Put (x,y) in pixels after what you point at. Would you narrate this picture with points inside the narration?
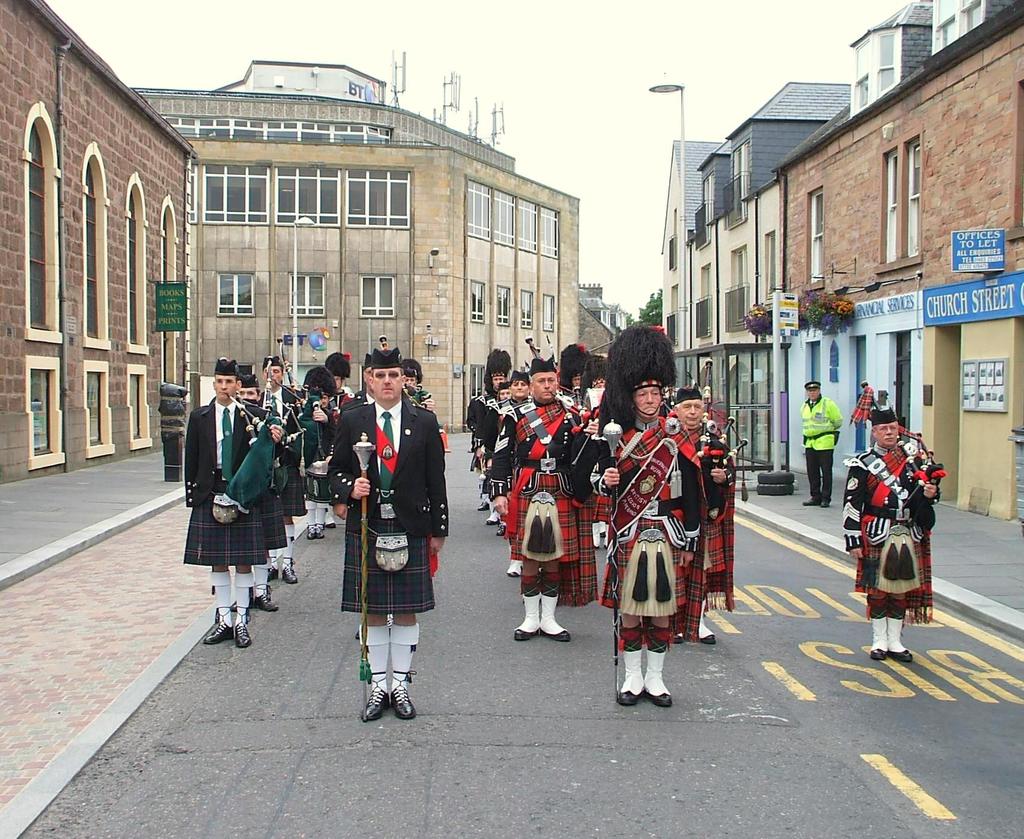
This picture describes about group of people (496,499), few people (561,554) standing on the road (477,493) and few people (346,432) playing musical instruments (317,420), in the background (387,331) we can see few buildings (763,286), hoardings (968,250), poles (681,249), trees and tyres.
